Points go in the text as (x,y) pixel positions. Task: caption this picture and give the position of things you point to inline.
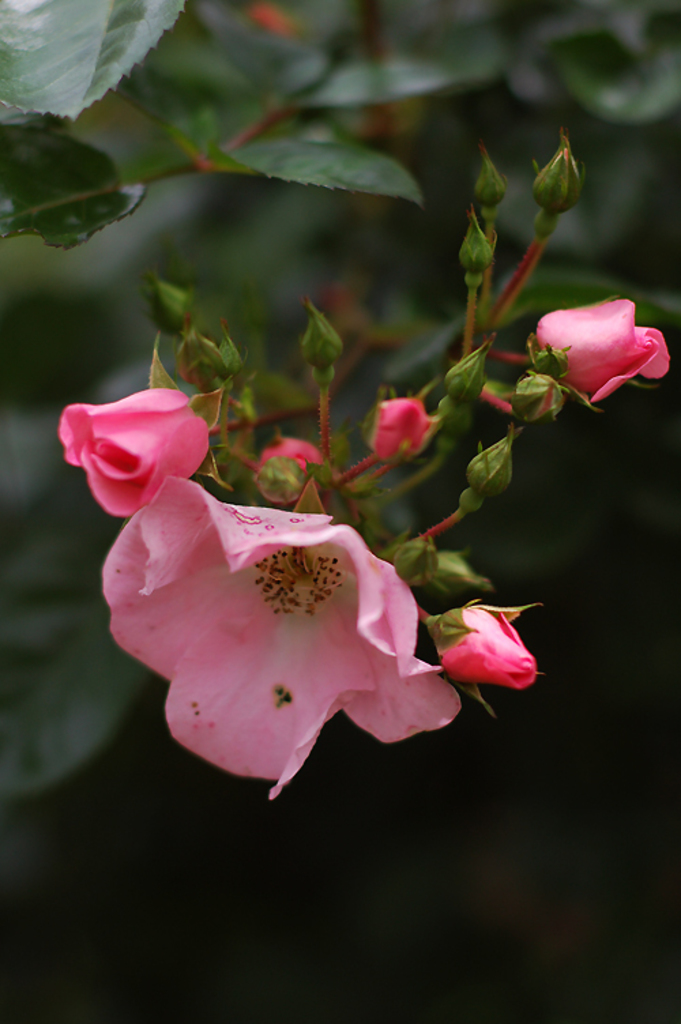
In this image there are flowers (183,436) of a plant (314,25).
